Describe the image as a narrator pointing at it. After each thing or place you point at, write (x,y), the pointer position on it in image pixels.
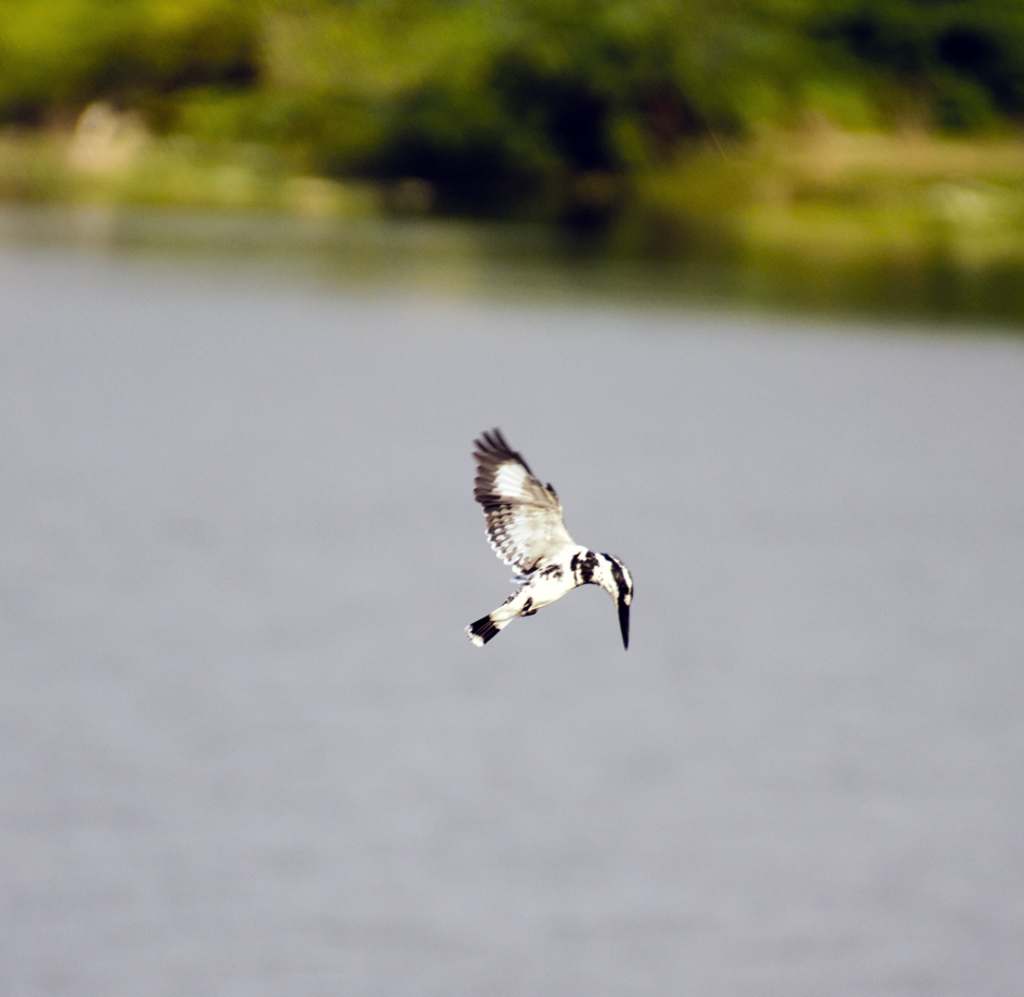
In this image there is a bird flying above the water (546,704). At the background (665,144) there are trees (522,133).
